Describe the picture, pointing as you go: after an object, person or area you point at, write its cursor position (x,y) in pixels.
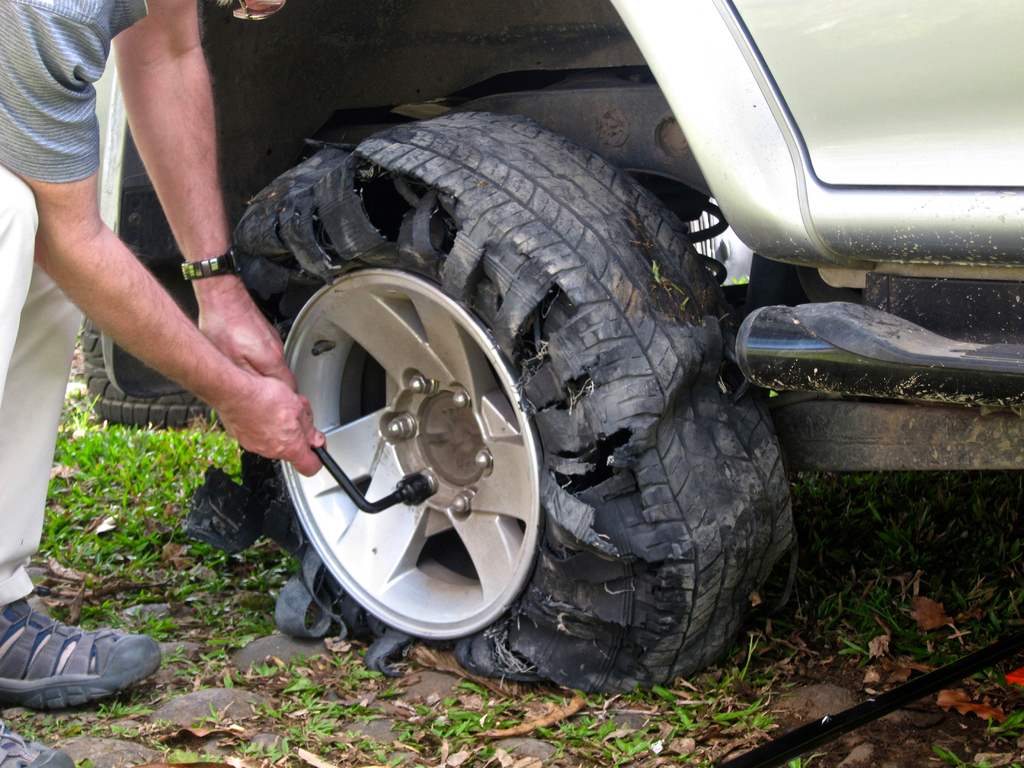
In this image I can see the person (273,441) is holding something. In front (385,475) I can see the vehicle (792,252), grass (963,529) and few dry leaves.
